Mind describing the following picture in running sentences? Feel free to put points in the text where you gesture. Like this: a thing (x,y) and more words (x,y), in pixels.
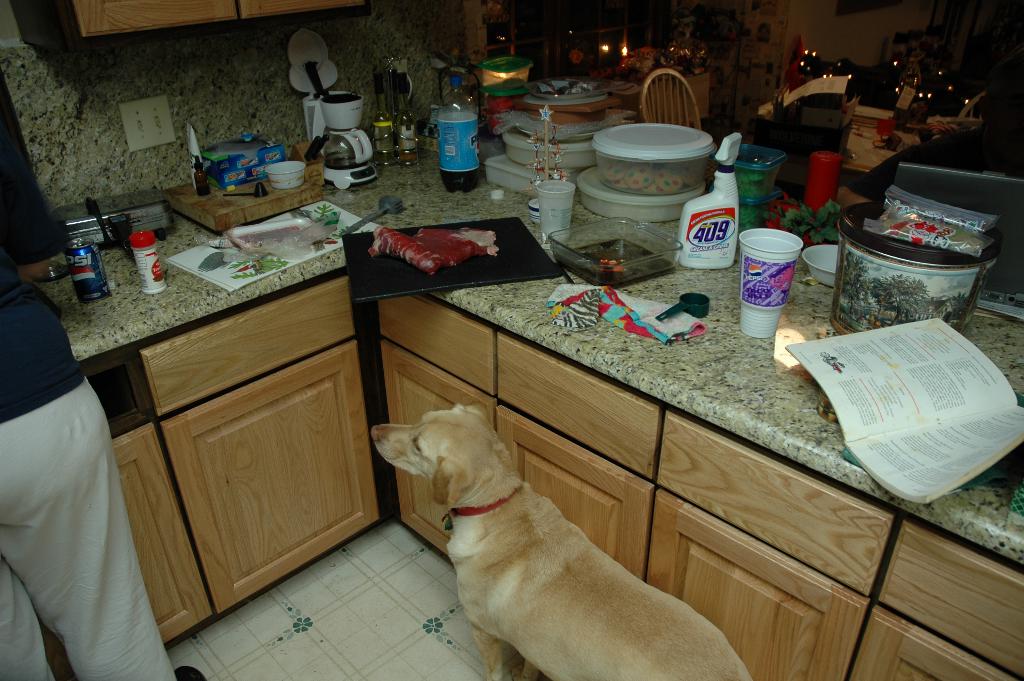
In this image we can see a countertop (919,507) and cupboard (604,495). On the countertop (416,167), we can see so many objects (369,247) like glass (781,287), containers (649,156), bottles (454,106), cans (75,254), book (922,392), etc. At the bottom of the image (599,597), we can see the floor (363,568) and a dog (475,602). On the left side of the image (11,299), we can see a person (7,410). We can see a table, chair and objects (830,112) in the right top of the image (863,74). we can see a person (986,154) and laptop (998,260) on the right side of the image (1014,226). It seems like a window (591,53) at the top of the image (651,28).
